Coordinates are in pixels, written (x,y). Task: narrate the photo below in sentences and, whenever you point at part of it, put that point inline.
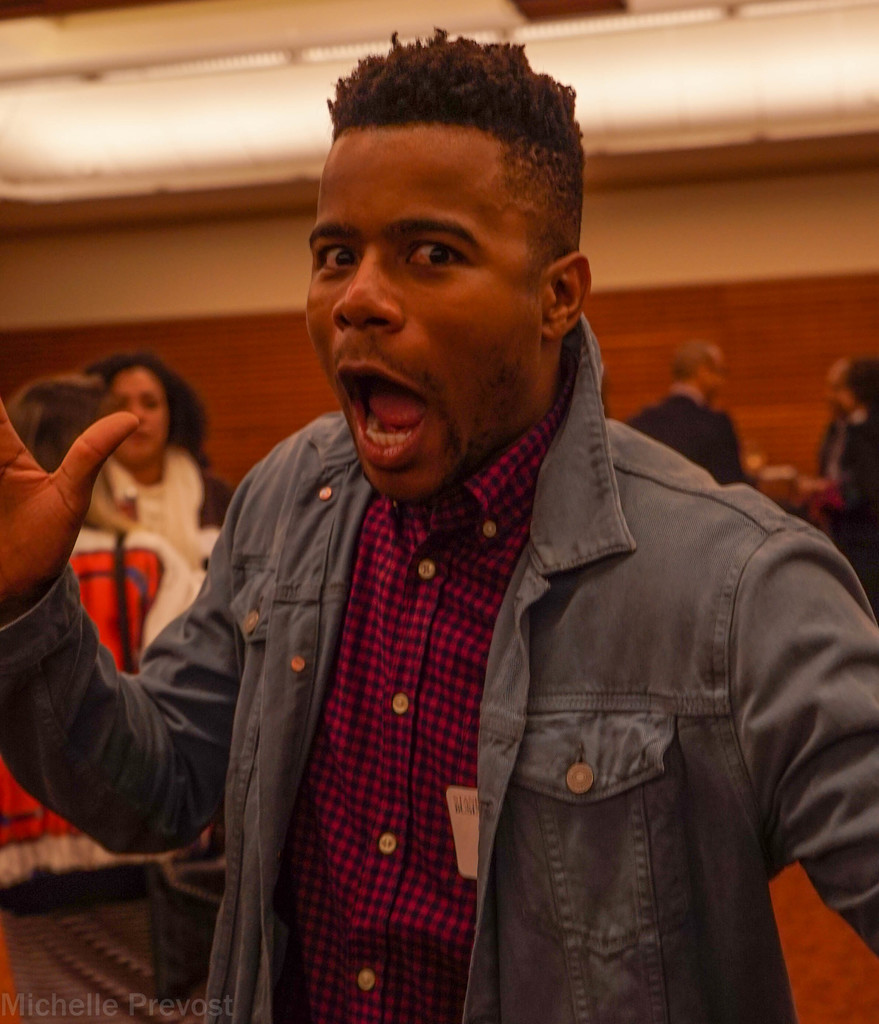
In the picture we can see a man (286,1003) standing and giving some shock expression and he is in the blue color jacket (591,615), red check shirt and funky hairstyle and behind him we can see some people (877,533) are standing and talking to each other and behind them we can see the wall (113,339).
